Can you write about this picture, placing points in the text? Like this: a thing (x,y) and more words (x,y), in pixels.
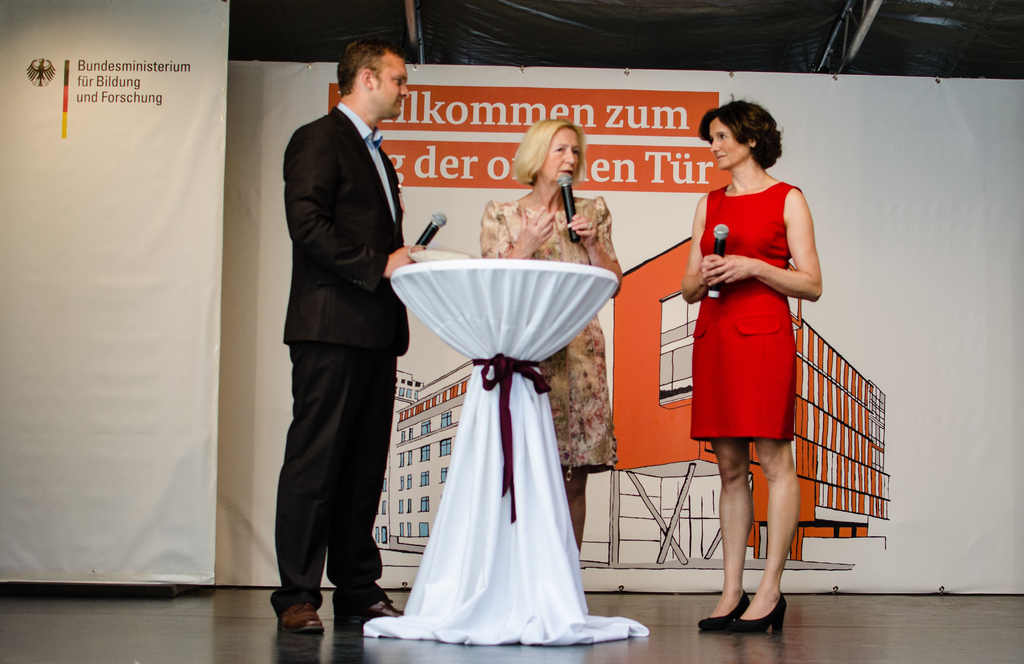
In this image there are three person (389,315) standing and holding a mic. In front (530,316) there is a table (534,444).
